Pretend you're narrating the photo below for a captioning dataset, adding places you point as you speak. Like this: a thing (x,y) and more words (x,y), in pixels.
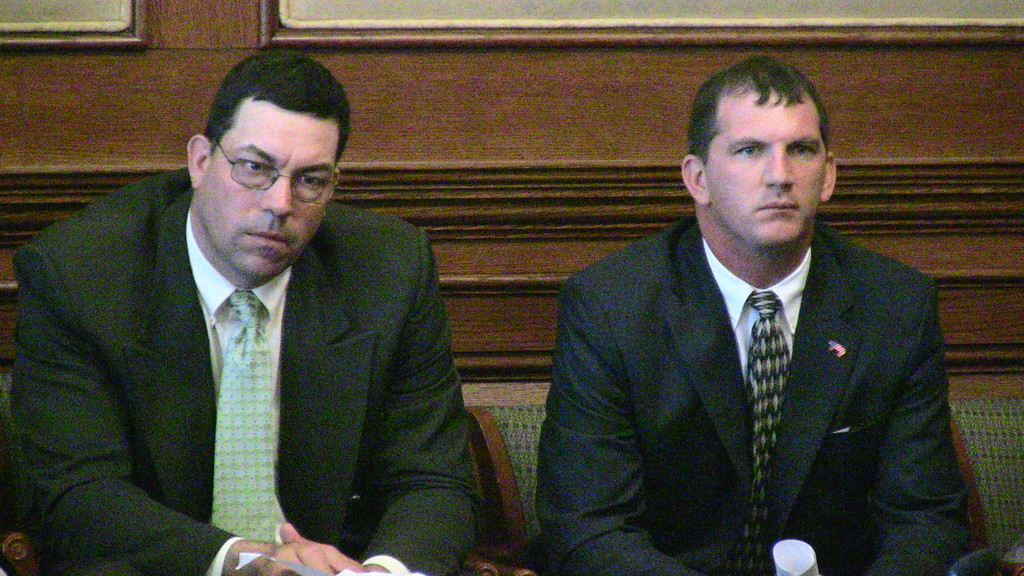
In this image we can see persons (560,336) wearing coat (567,320) and sitting on the chairs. In the background (643,67) there is wall (462,55).
